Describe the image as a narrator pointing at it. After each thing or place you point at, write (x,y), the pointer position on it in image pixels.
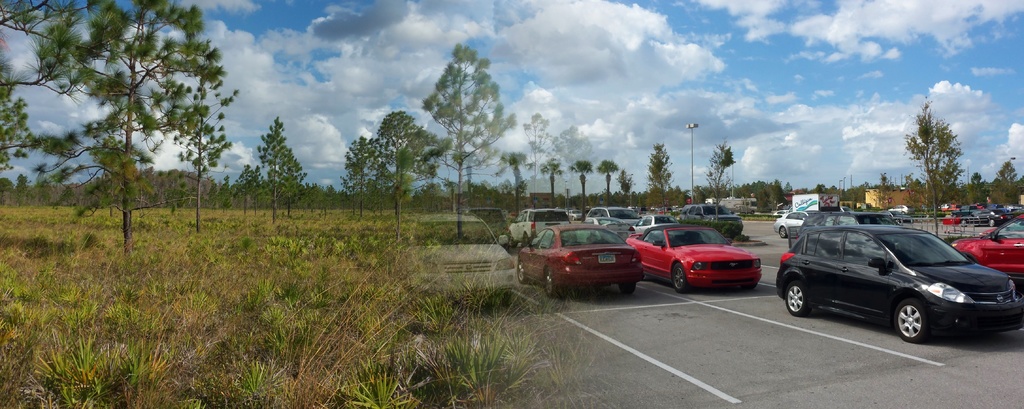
In this image we can see the vehicles (804,227) on the road (779,393). We can also see the grass (307,262), trees (411,190), light pole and also the sky (751,69) with the clouds (919,24) in the background (576,57).
